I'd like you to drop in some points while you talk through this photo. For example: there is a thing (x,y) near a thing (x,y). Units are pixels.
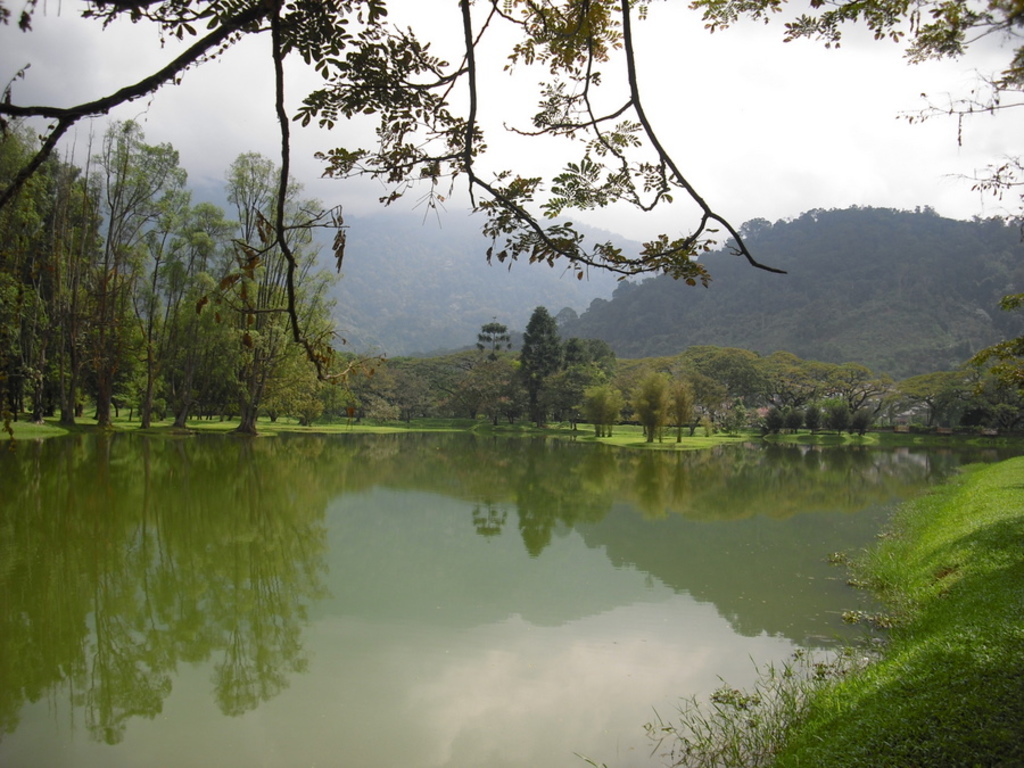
In the foreground of this image (485,700), there is water (687,699) and the grass (943,672). In the background (840,380), there are trees (146,369), grassland (457,431), mountains (675,289) and the fog (783,127) on the top (741,133).
